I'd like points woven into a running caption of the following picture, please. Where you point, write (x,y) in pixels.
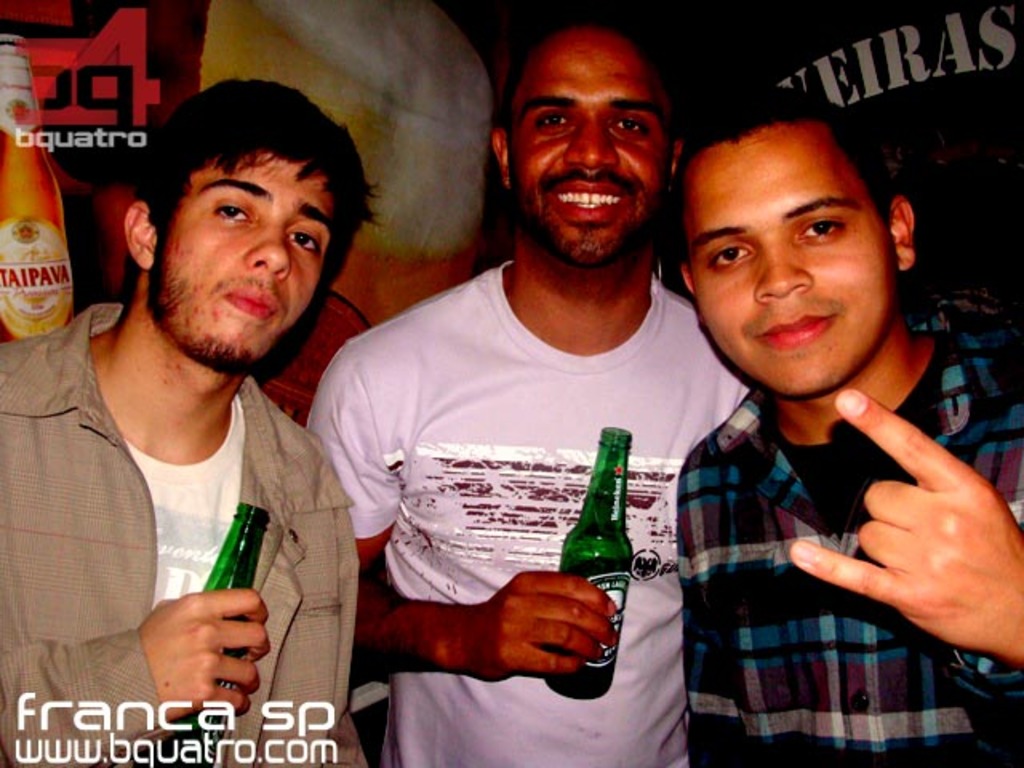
3 people (460,524) are standing. 2 people (338,564) at the left (255,559) are holding green color glass bottles (256,553) in their hands (202,645).
